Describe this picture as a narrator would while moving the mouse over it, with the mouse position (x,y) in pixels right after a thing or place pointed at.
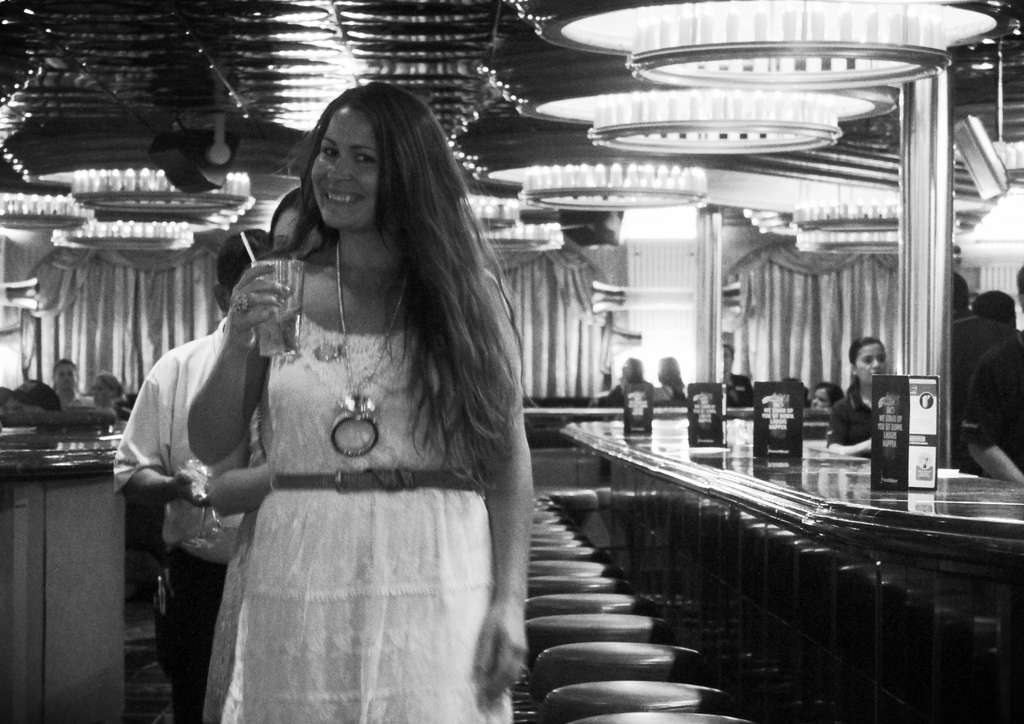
In this image there are group of person (199,429) standing and sitting. In the front (398,470) there is a woman (410,504) standing and holding a glass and smiling. On the right side (772,456) there are cards (907,458) on the table (870,469) and there are stools (606,603) in the center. In the background (104,307) there are curtains (582,314) and there are persons (864,342). On the top (645,178) there are lights (656,172) hanging.
